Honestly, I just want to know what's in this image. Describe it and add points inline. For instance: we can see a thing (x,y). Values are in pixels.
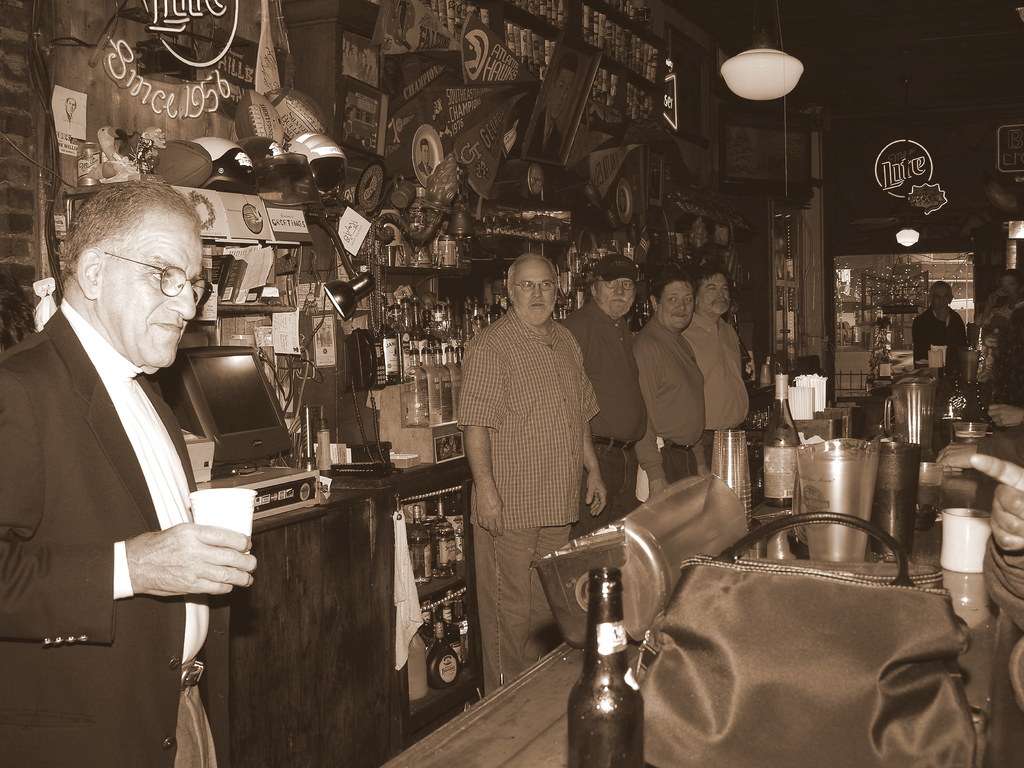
In the picture I can see these people (612,298) are standing here, here we can see a table (524,751) upon which bottles (577,751), glasses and few more things (867,601) are kept. Here I can see a computer (278,411), helmets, bottles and a few more objects (214,221) are kept on the shelf (424,339). In the background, I can see ceiling lights (910,234) and LED board (932,163) to the wall (936,222).
